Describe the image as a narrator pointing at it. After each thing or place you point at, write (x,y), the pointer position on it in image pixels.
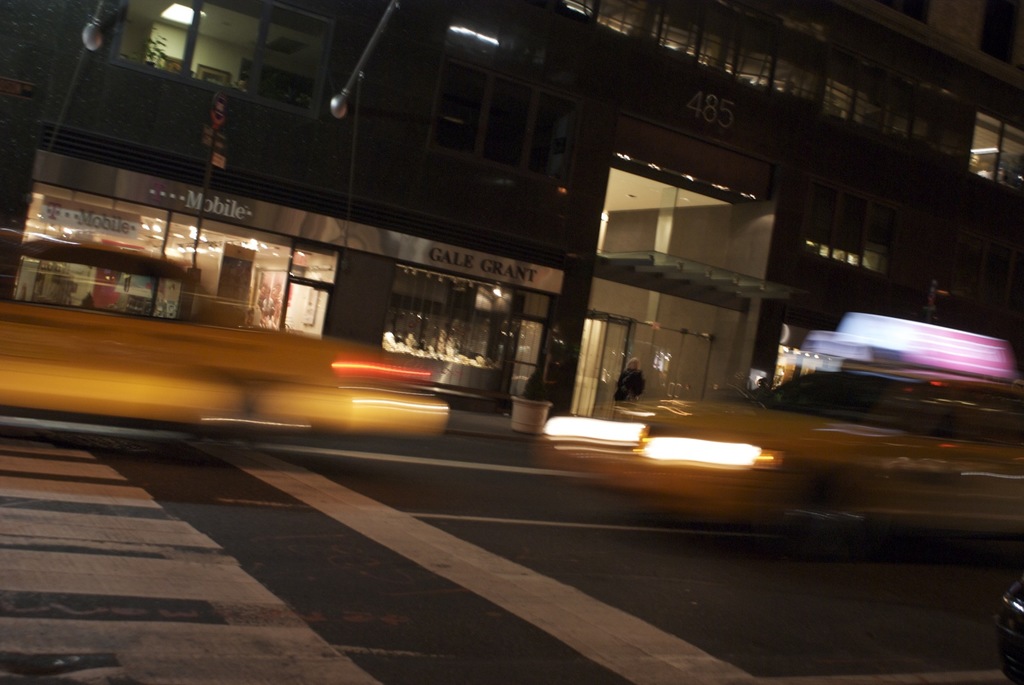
In this image I can see a road (146,526), on the road (312,539) I can see lights (610,422) and flower pot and building (54,201) and vehicle (825,402) and windows (834,204) on the building (461,213) and glasses (502,285).
